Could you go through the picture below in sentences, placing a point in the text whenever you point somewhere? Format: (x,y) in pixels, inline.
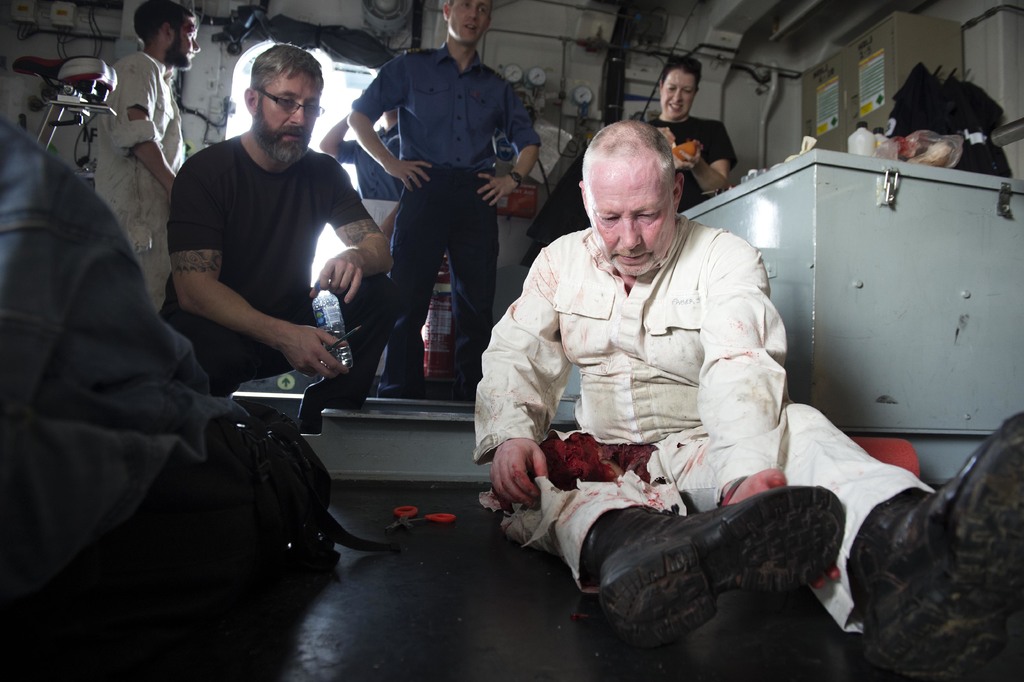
In this image we can see a man (630,499) sitting on the floor (547,635). We can also see the people (367,170) standing. There is a man (290,240) holding the bottle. On the left (228,482) we can see the bag (189,503) and a person (68,473). We can also see the scissor (414,509) and some other objects (57,95). We can also see the wires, pipe (765,111) and also the text papers (863,97) attached to the wall (793,106).
